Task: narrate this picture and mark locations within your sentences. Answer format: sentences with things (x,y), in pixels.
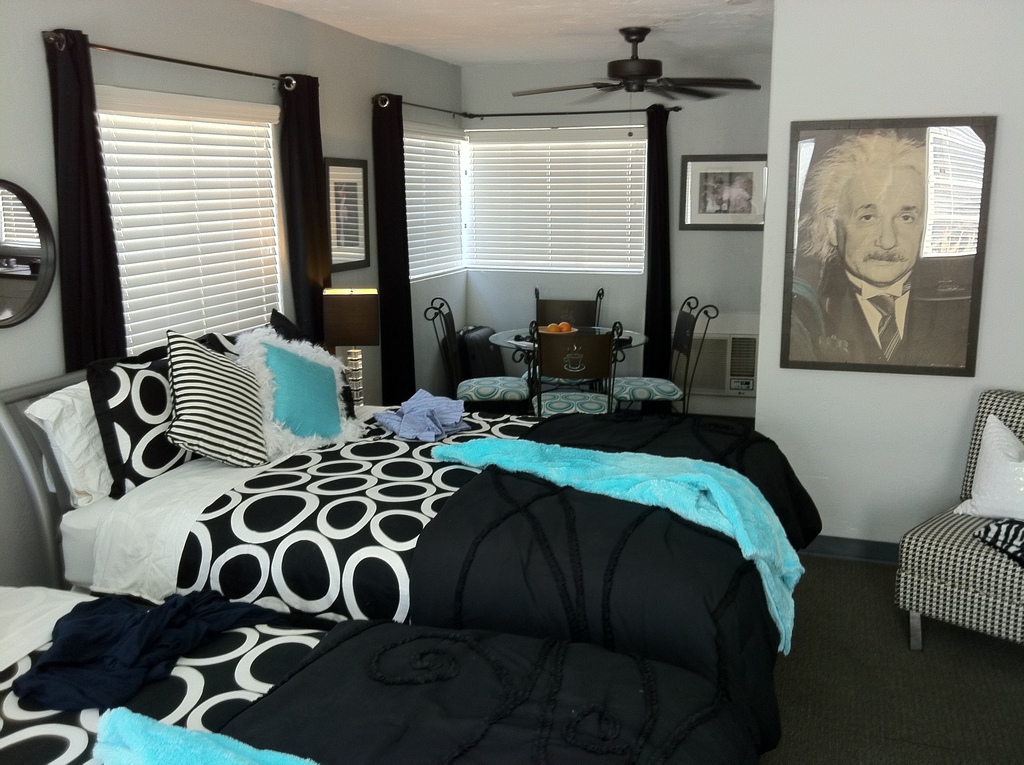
We can see pillows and clothes (205,619) on beds (218,687) and we can see pillows (1023,543) on chair (1004,596). We can see chairs (554,319) and objects (564,327) on the table (513,345) and we can see frames (973,331) and mirror (19,248) on the wall (349,127). We can see curtains (663,224) and windows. Top we can see fan (630,75).
